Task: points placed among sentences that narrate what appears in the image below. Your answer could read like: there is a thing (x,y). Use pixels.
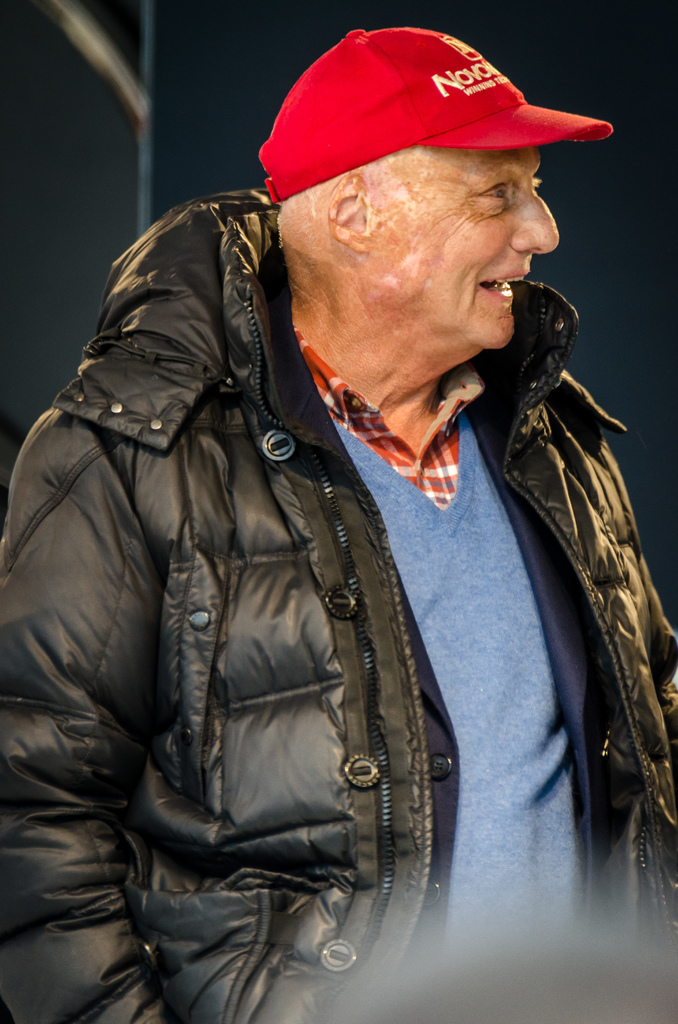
In this picture there is a man (568,513) standing and wore cap (386,115) and black jacket (170,527). In the background of the image (638,331) it is dark.
